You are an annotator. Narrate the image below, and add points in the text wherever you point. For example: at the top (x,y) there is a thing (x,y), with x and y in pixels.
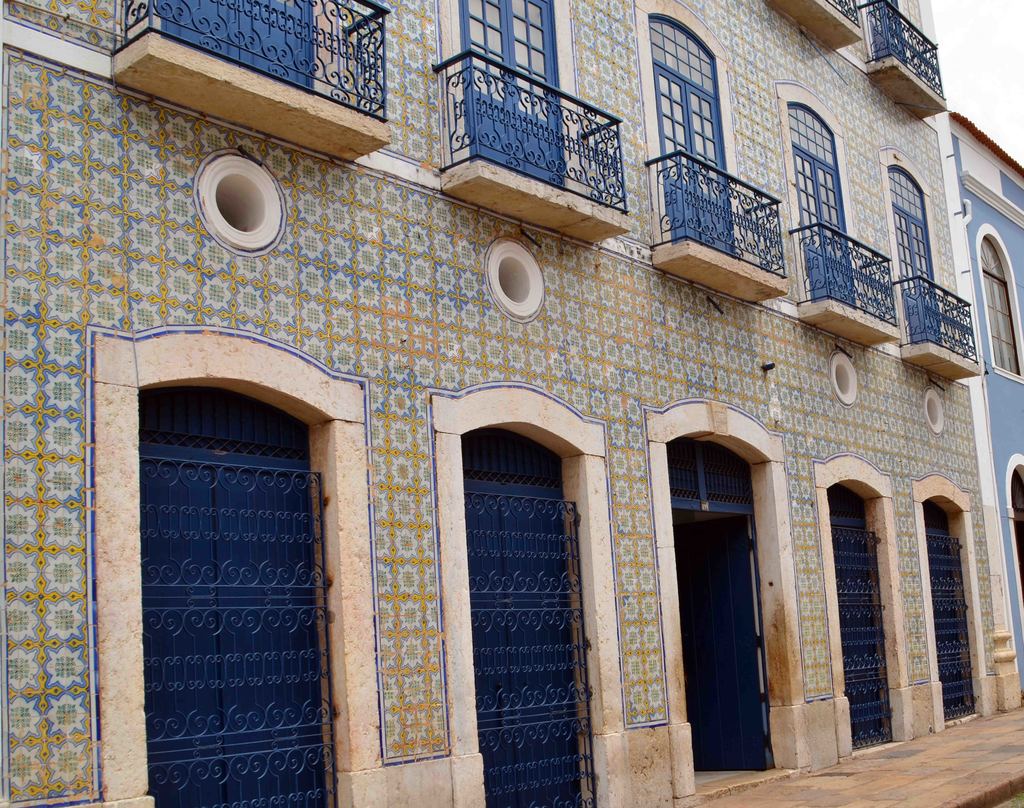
In this picture I can see a building (605,651) having doors (310,610) and balconies (922,284).
